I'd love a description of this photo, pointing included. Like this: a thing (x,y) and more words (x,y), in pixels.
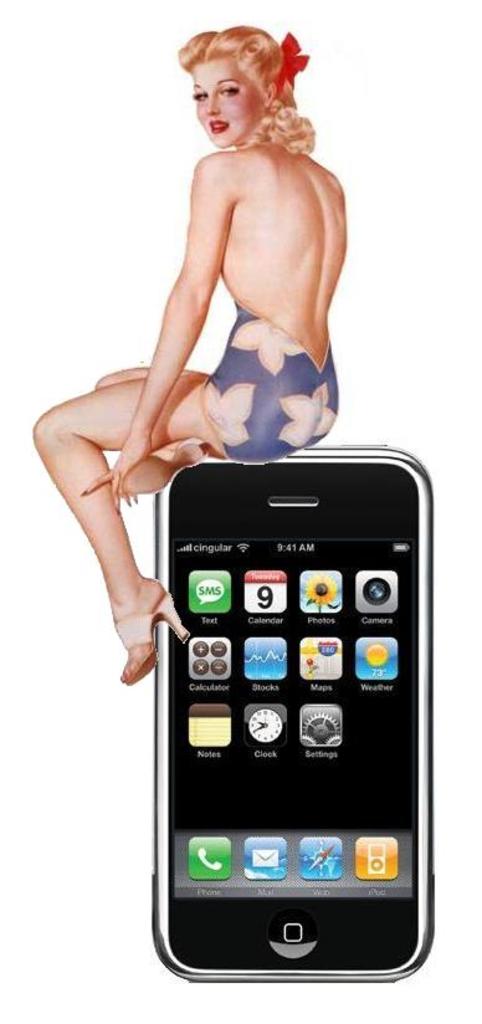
This is an animated image in which there is a mobile phone (233,607) and there is a image of the woman (207,284) sitting and smiling.
